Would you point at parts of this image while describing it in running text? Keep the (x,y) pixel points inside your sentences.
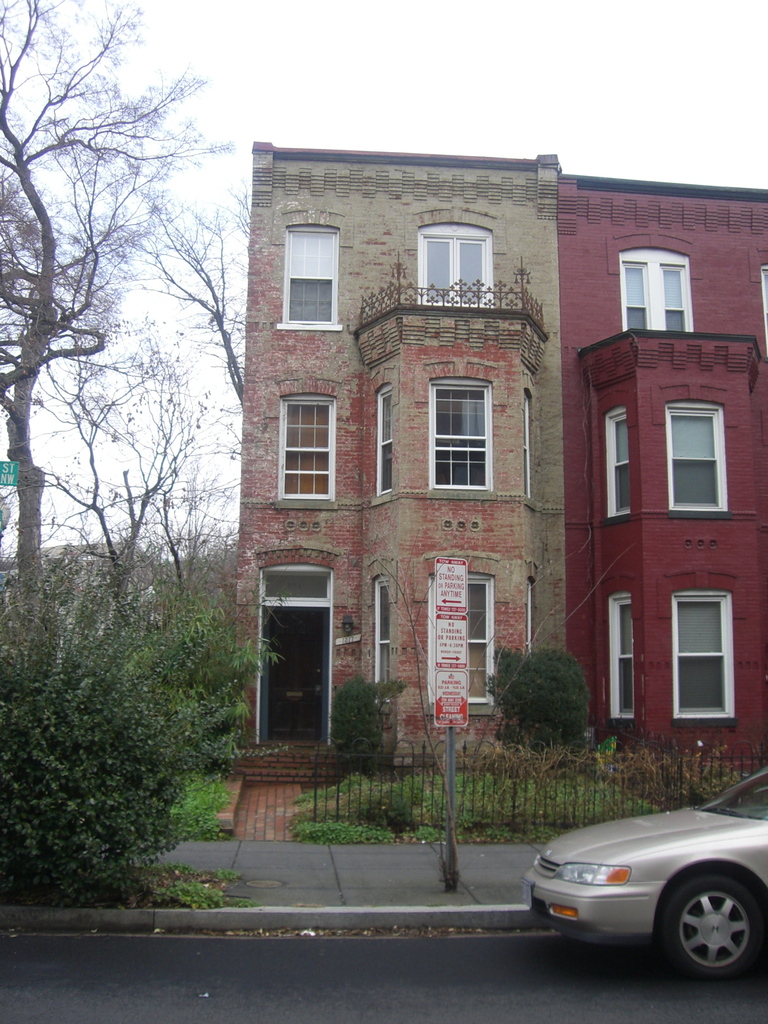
At the bottom of the image (349,984) there is a road (585,990) with car (637,892). Behind the road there is a footpath (475,901). On the footpath (478,861) there is a pole (449,765) with sign board (452,726) and also there are trees (140,658). And also there is a fencing (434,795). In the background (402,356) there is a building (584,436) with walls (584,397), windows (687,444), balcony (363,309) and door (291,696). In front of the building (477,711) there are trees (363,695) and grass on the ground (155,887). At the top of the image (410,99) there is a sky (377,93).
